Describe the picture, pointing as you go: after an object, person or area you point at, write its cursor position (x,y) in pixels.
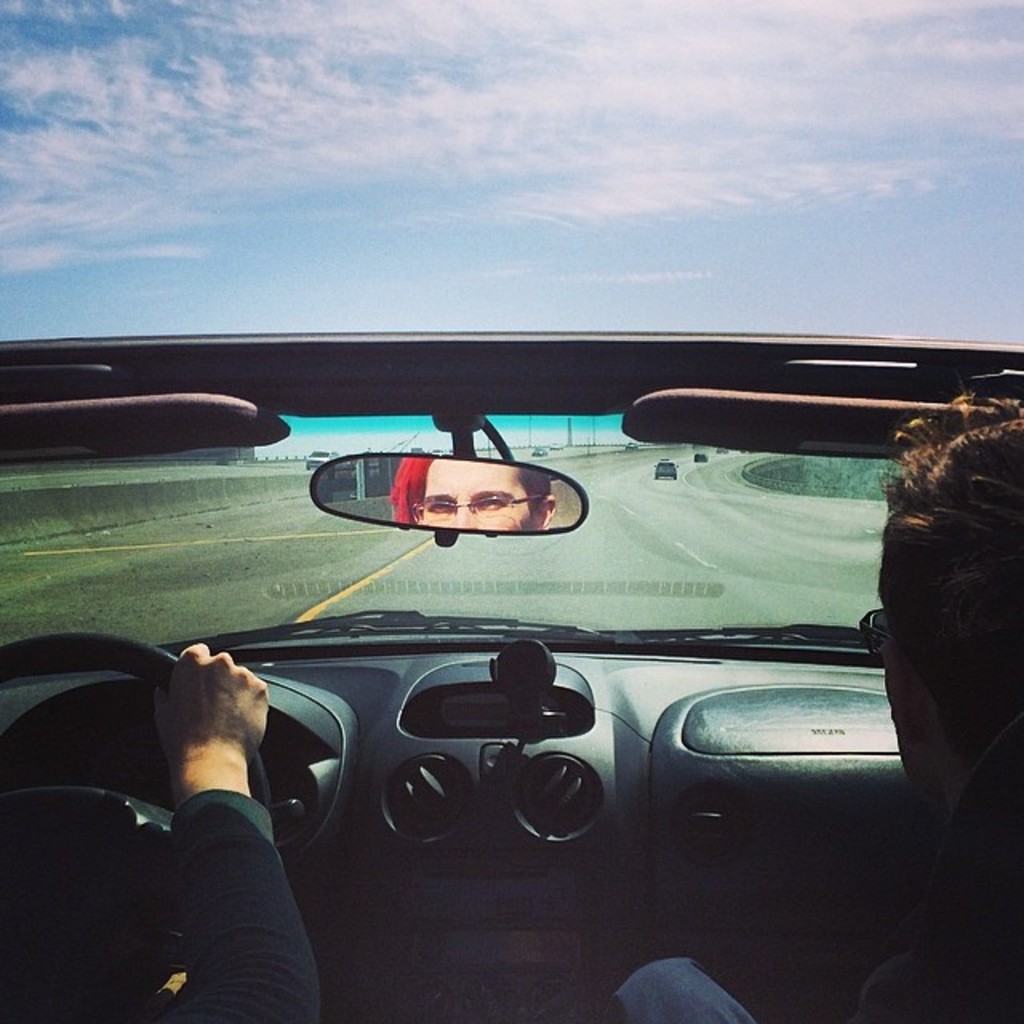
This is the picture outside of the city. There are many cars (671,467) passing on the road (716,508), on the right side of the road (756,549) there are two persons (988,870) in a car (853,726) one is driving the car (58,817). At the top of the picture (271,85) there is a blue sky (105,107) with white clouds (220,138).
